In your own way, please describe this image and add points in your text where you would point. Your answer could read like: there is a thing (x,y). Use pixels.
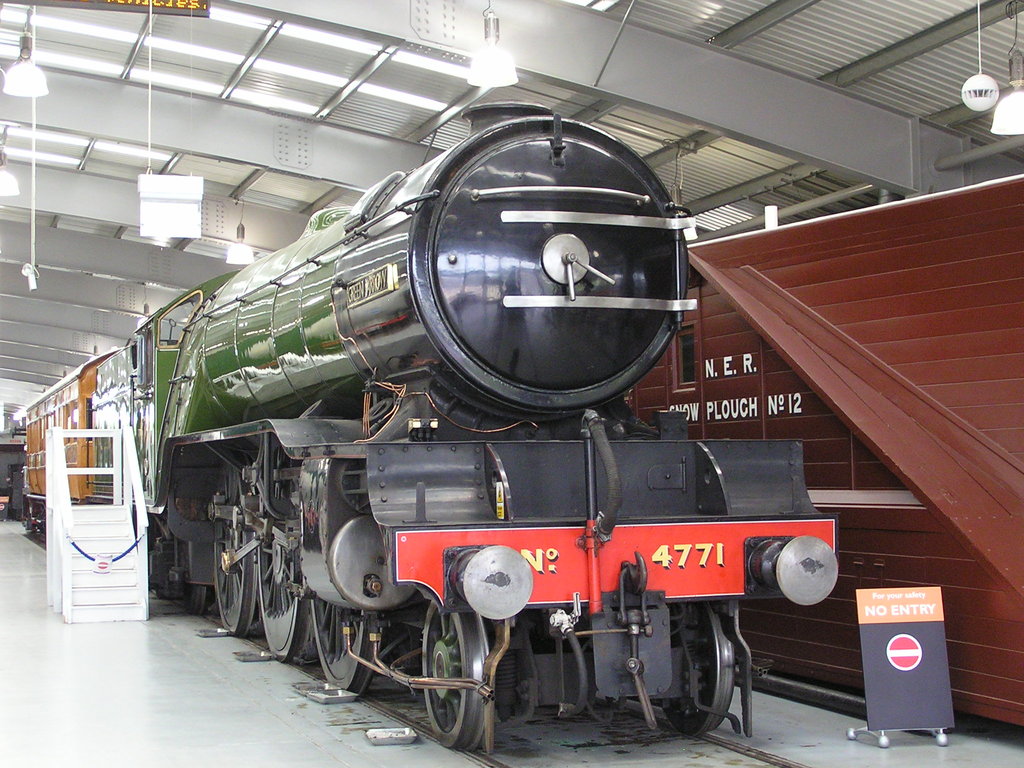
In this picture I can see a train (321,663) on the railway track (566,761), there is a board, there are stairs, there are lights (199,213) and some other objects (530,87).
